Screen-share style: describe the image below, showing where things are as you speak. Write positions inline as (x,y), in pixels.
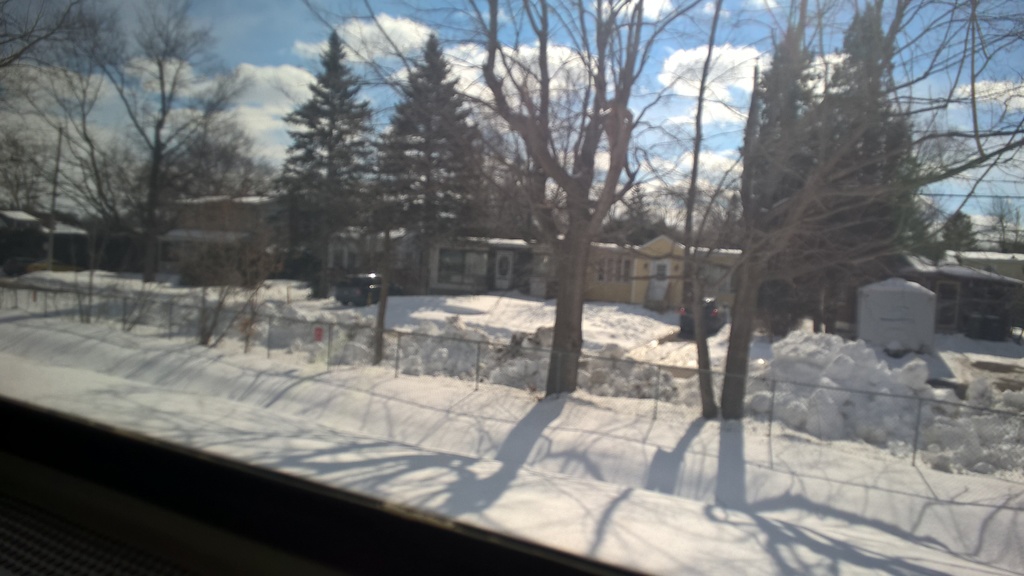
In this image we can see snow (323,384), fence (47,296), trees (569,357), vehicles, houses (1023,289), and a pole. In the background (635,107) there is sky (262,48) with clouds (33,151).
